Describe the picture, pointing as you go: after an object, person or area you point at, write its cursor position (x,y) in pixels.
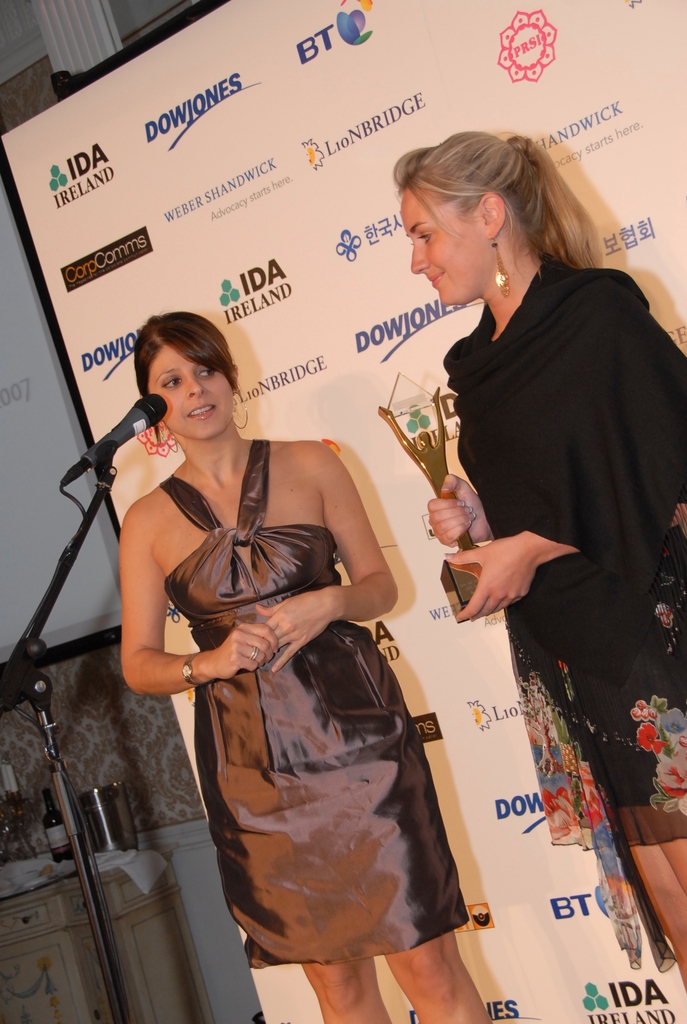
In this picture we can observe two women (483,579) standing. Both of them was smiling. One of the women (266,668) was wearing brown color dress (269,720) and the other was wearing black color dress (572,451). One of them was holding a prize (444,493) in their hands (461,521). On the left side (153,401) there is a mic (153,411) and a stand (117,981). In the background (271,203) there is a white color poster (295,253).
